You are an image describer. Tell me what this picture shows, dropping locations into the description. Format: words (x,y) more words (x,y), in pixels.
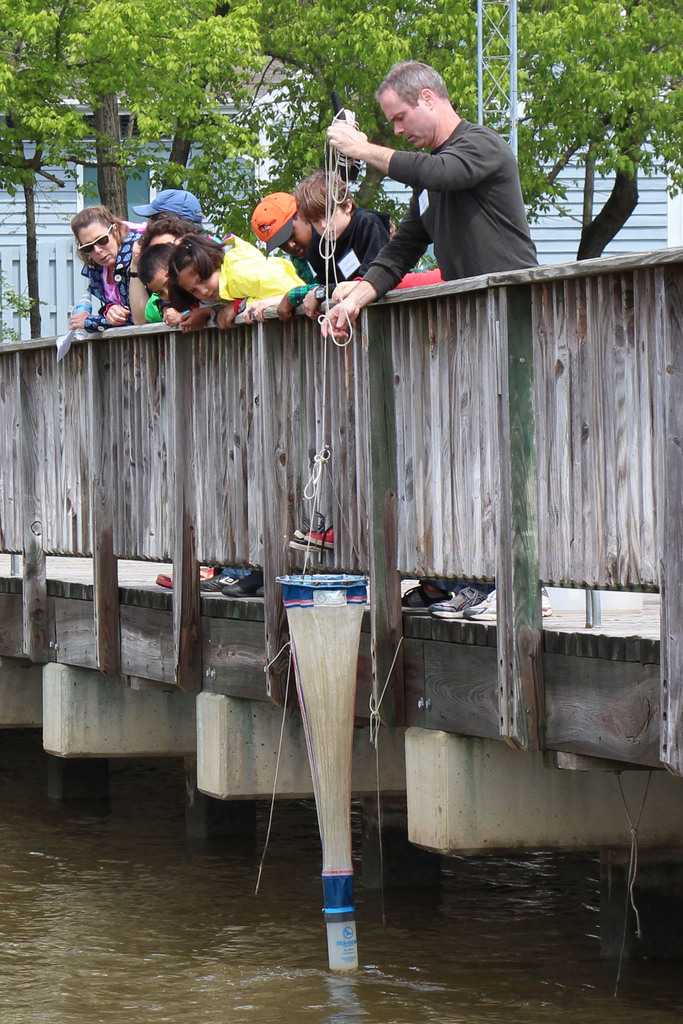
In this image there is a lake (261,911), on above the lake (233,906) there is a bridge (615,658), on that bridge (508,350) few people (461,272) are standing, one man (450,267) is catching fishes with net (334,708), in the background (347,29) there are trees (602,41).
